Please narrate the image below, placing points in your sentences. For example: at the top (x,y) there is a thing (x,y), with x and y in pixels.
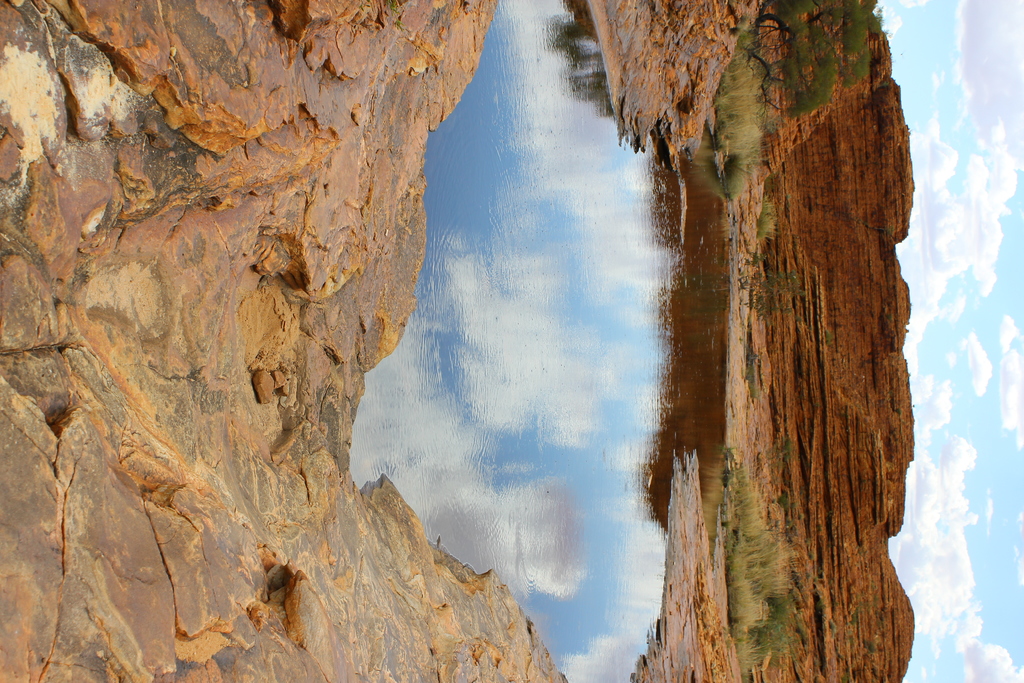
In this picture, it seems like a pond (463,303) and mountain surface (316,300) in the foreground (434,291), it seems like mountains (905,295) and the sky (939,272) in the background (826,265).
